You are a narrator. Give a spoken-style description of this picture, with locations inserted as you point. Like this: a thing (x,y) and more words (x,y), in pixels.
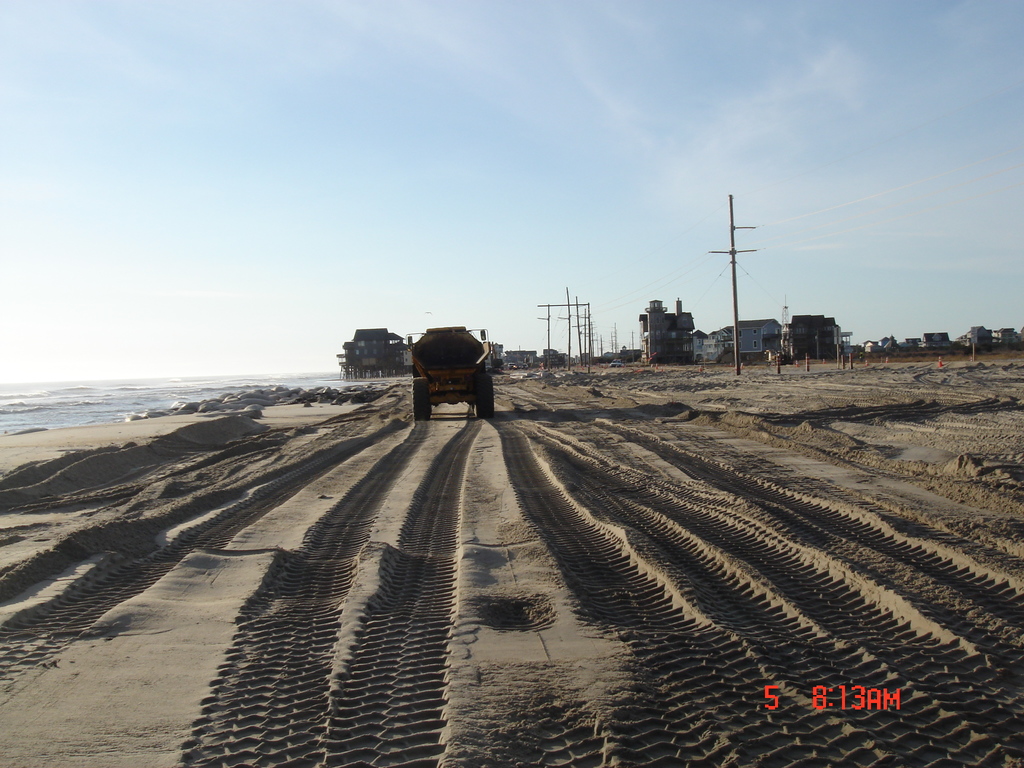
In this picture there is truck (458,344) in the center of the image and there are buildings (551,352) in the background area of the image (992,337), there is water (56,406) on the left side of the image (11,403).
